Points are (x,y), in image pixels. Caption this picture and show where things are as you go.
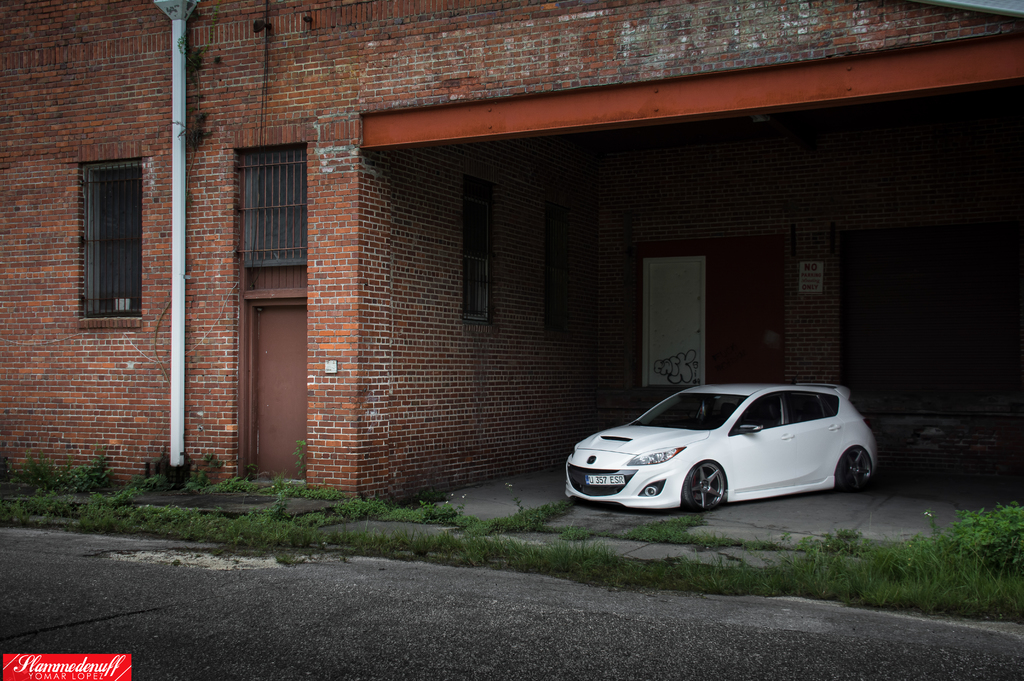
In this image we can see a white car (796,476) on the ground (963,492), here is the building (499,182), here is the window (120,283), here is the door (279,364), here is the wall (350,406), here is the road (155,540), here is the grass (476,532).
